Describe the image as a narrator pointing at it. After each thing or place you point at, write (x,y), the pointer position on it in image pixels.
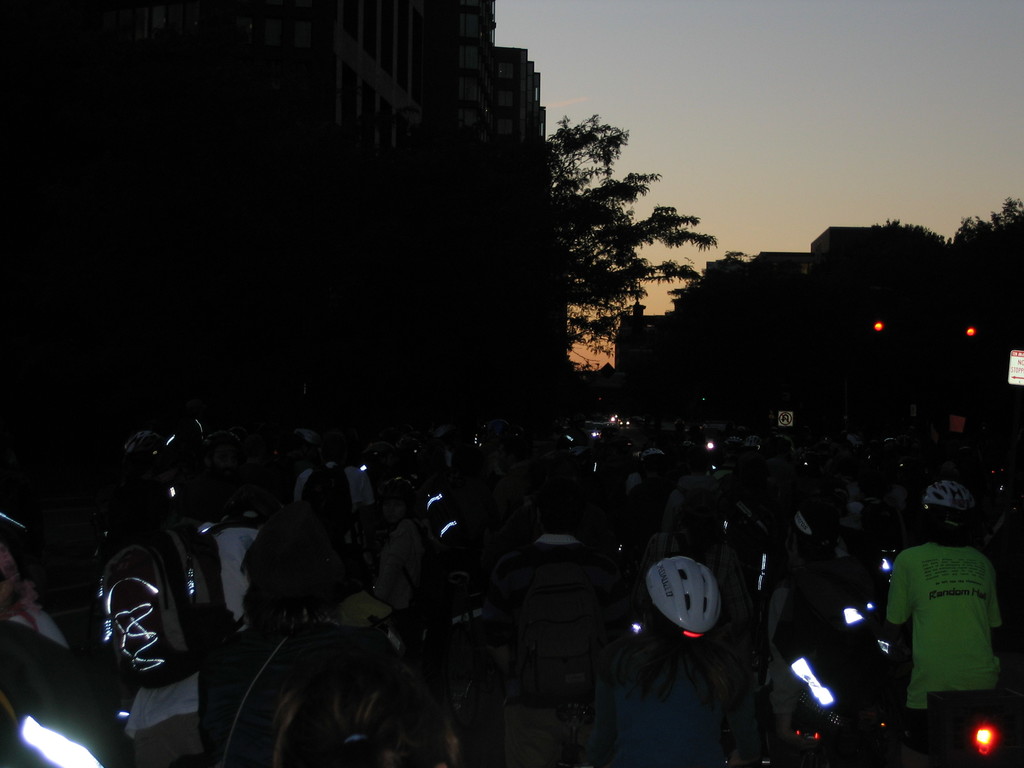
At the bottom of the image (419,626) we can see a group of people (497,605), lights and some of them are wearing helmets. In the background of the image (518,307) we can see the buildings (629,318), trees (930,310), lights (968,334), boards (1022,372). At the top of the image (780,100) we can see the sky (719,185).
